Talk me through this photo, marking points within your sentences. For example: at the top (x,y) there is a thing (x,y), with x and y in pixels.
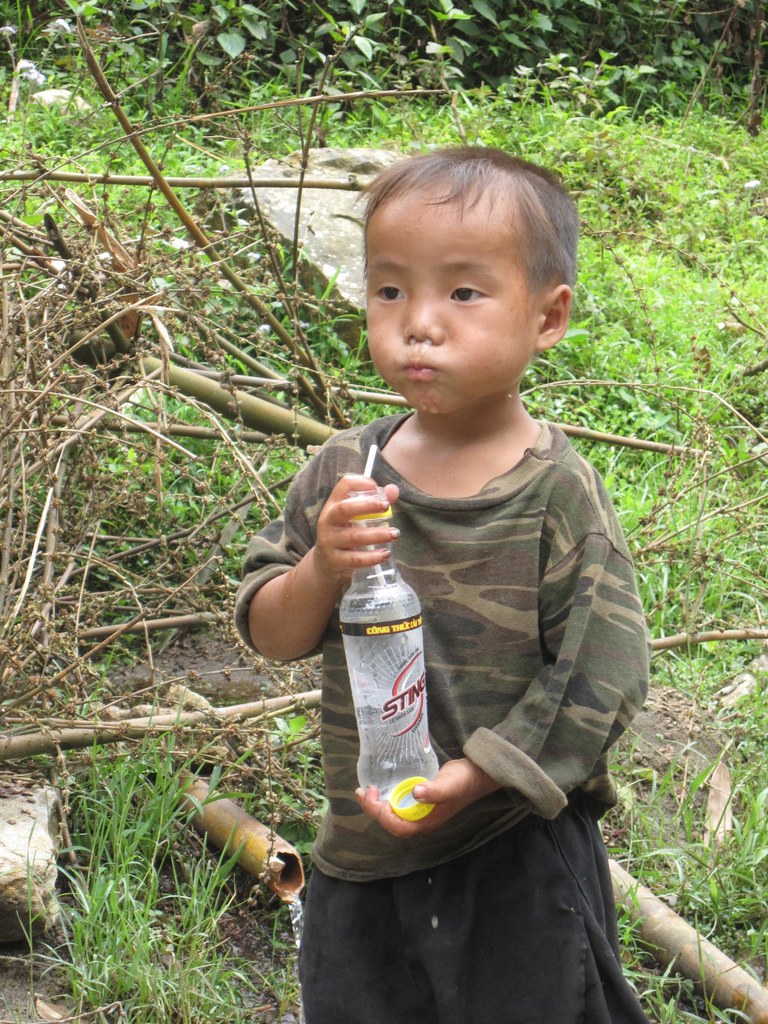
In this picture, there is a kid (440,470) holding a bottle (393,636) in his hand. he is drinking some water (424,762). In the background (660,426) there are some plants (648,231) and trees (315,50) here.
